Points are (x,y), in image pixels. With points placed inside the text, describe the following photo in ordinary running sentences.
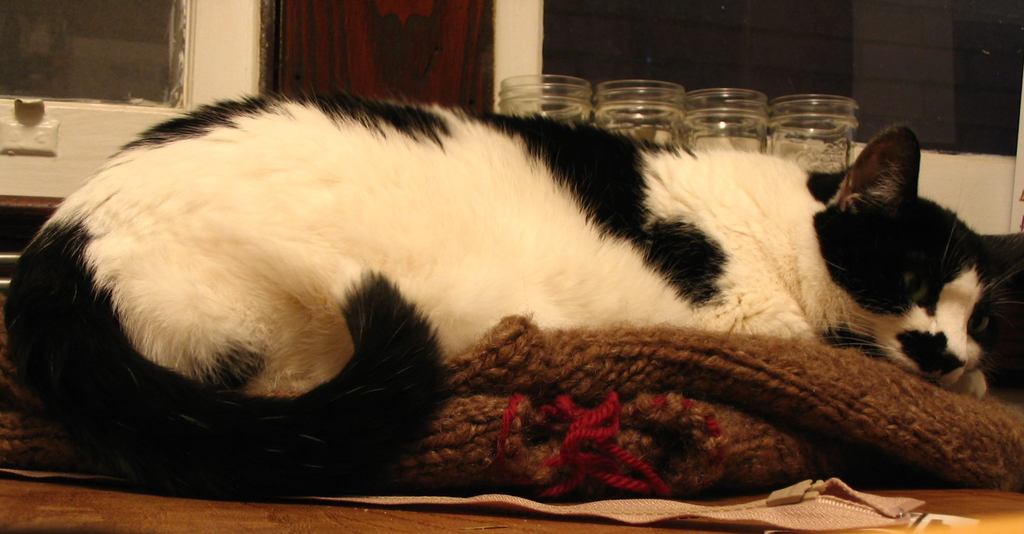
In this picture I can see cat (443,234) is lying on a cloth (641,363). In the background (789,127) I can see glass objects (750,127).
